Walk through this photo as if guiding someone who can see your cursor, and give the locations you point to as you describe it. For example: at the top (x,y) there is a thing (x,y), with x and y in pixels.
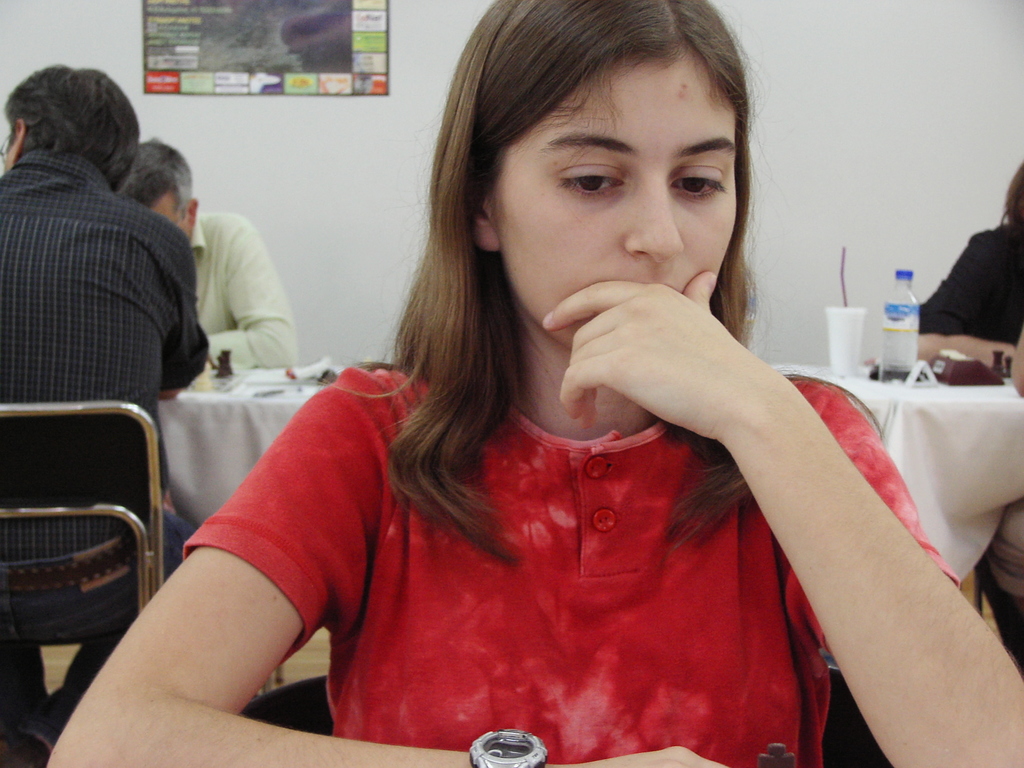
In front of the image there is a person (511,615) sitting on the chair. Behind her there are a few other people (257,281) sitting on the chairs (142,458). In front of them there are tables (969,502). On top of it there are some objects (944,358). In the background of the image (200,4) there is a poster (295,87) on the wall (377,102).
